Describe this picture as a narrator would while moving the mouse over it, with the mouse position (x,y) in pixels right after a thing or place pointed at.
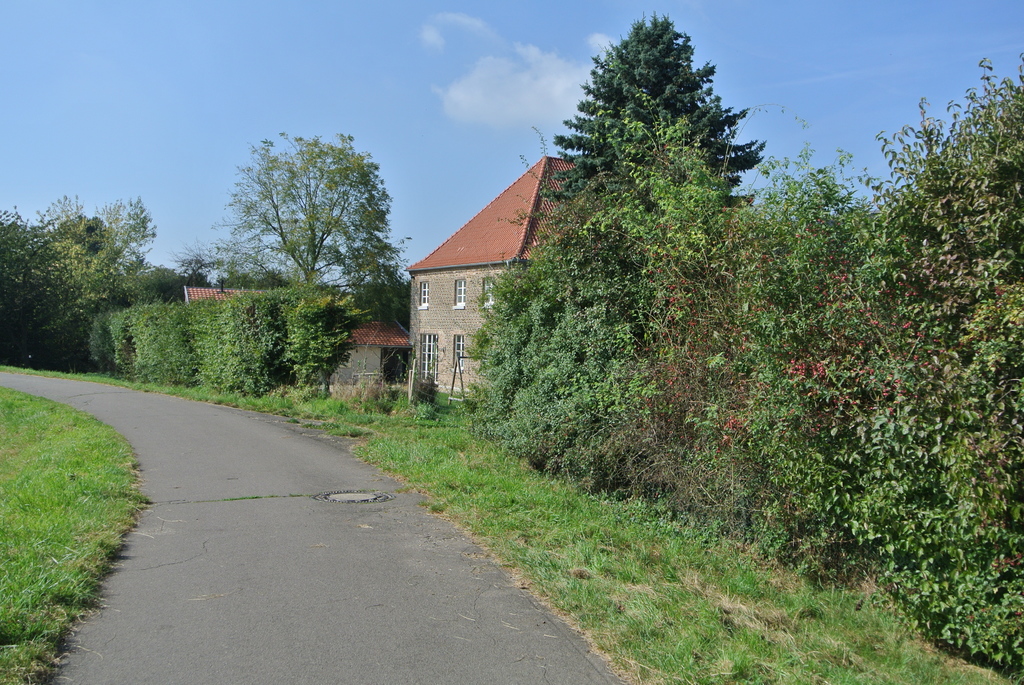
In the middle of the image (361,379) we can see some plants (144,329), trees (54,291) and houses (437,296). In the bottom left corner of the image (99,514) we can see grass (108,491) and road (521,614). At the top of the image (188,171) we can see some clouds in the sky (48,21).
